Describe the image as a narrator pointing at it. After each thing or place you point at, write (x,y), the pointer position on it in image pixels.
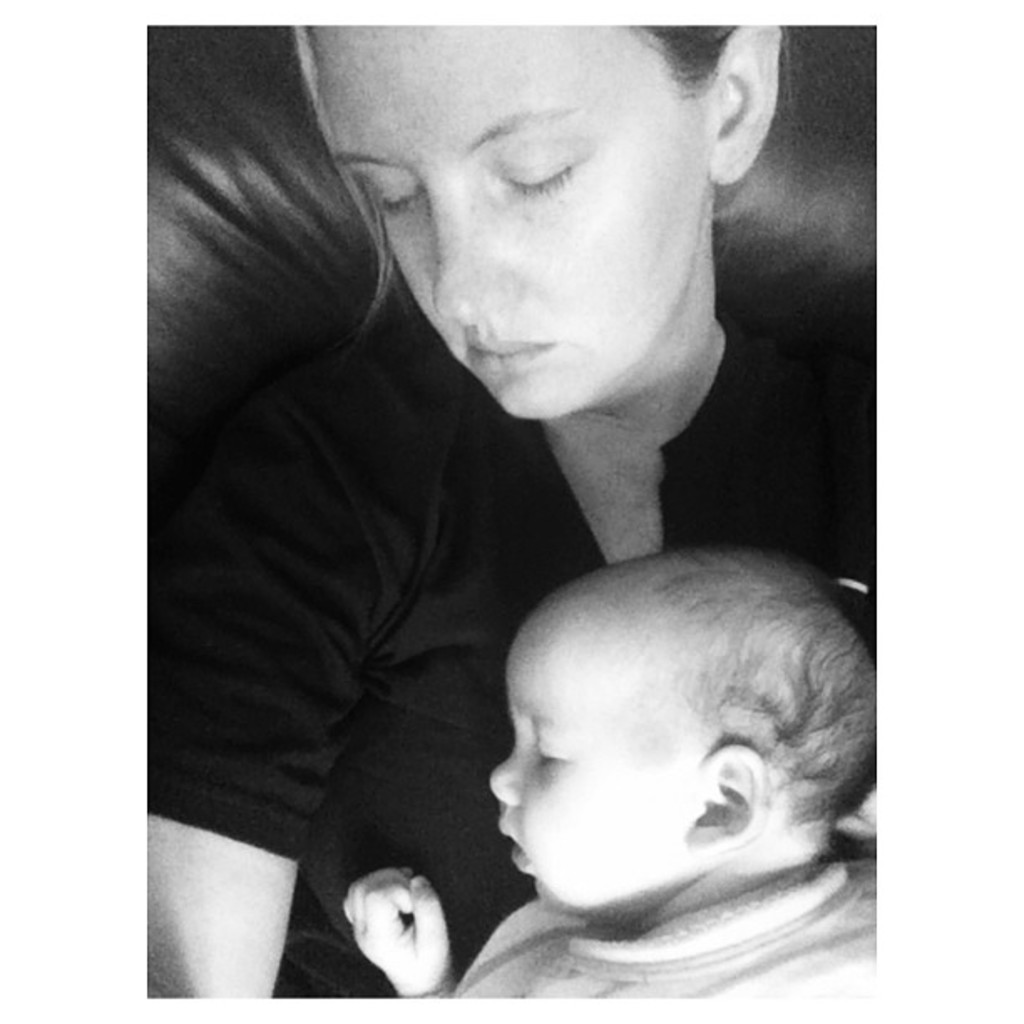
This is a black and white image. There is a woman (520,367) and baby (541,673).
